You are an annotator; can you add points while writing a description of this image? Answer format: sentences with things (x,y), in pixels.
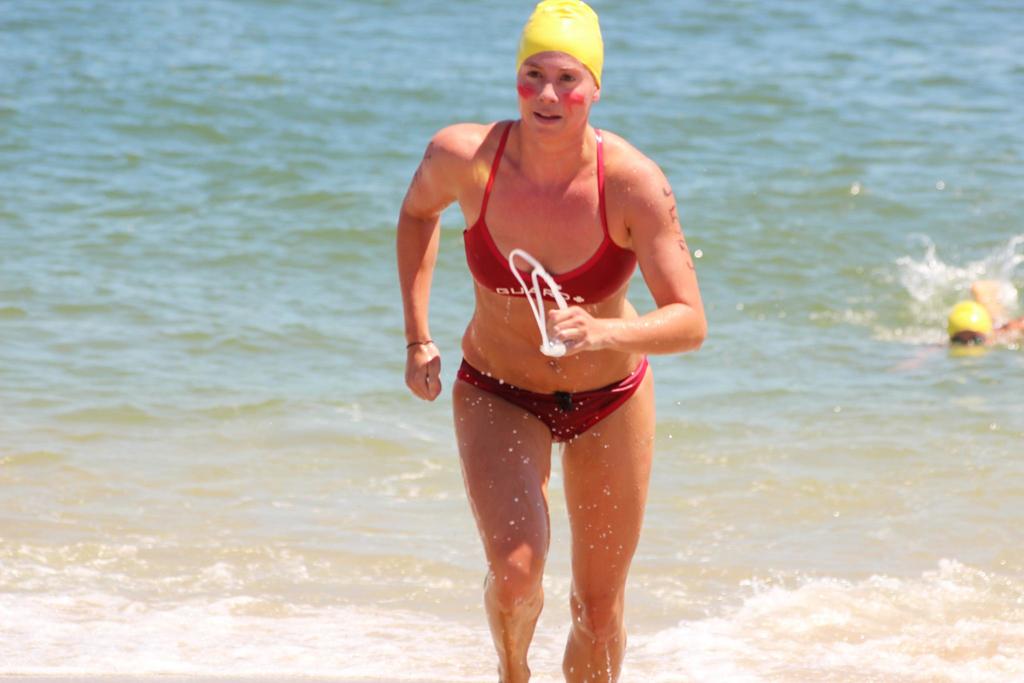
In this picture there is a girl (701,339) in the center of the image (515,310), in a swimming costume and there is a person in the sea (129,392) on the right side of the image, there is water (872,317) around the area of the image.
